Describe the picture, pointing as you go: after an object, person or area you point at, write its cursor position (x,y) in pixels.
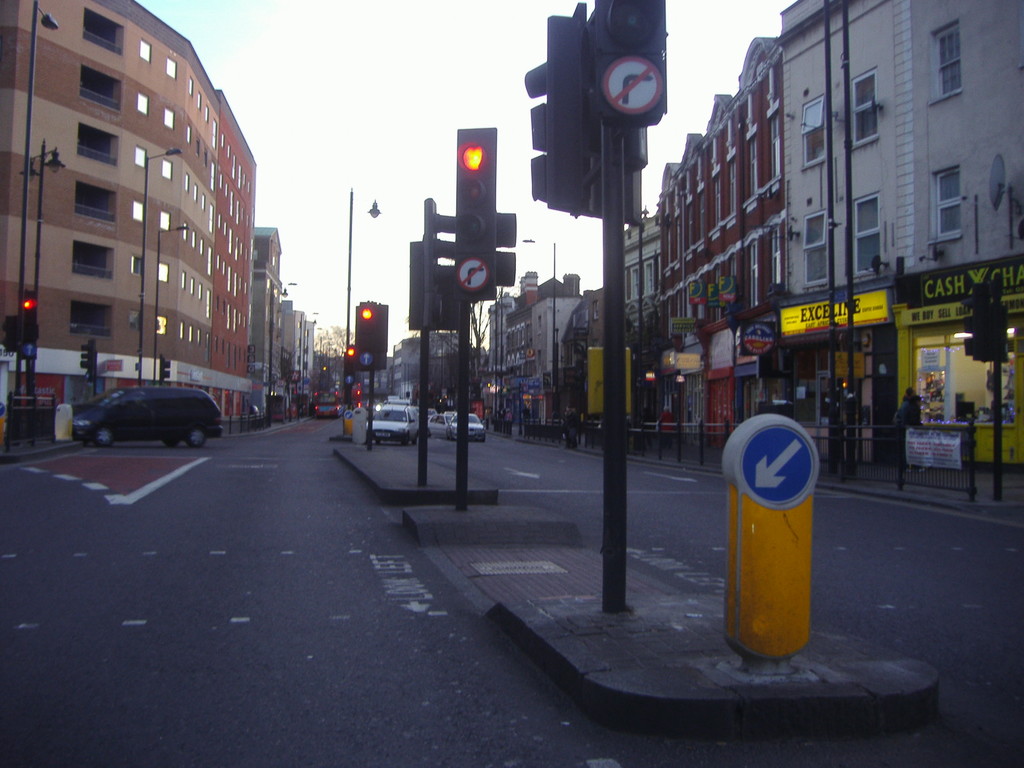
This picture is clicked outside. In the center (438,299) we can see the traffic lights (472,183) and we can see the street lights (349,240), poles (844,419), group of vehicles (383,434) and we can see the buildings (973,125) on both the sides and we can see the text (966,287) on the banners (816,318) and many other objects (762,476). In the background (429,186) we can see the sky (380,93), poles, group of vehicles (469,435) and many other objects (675,428) and we can see the group of persons (571,427).
